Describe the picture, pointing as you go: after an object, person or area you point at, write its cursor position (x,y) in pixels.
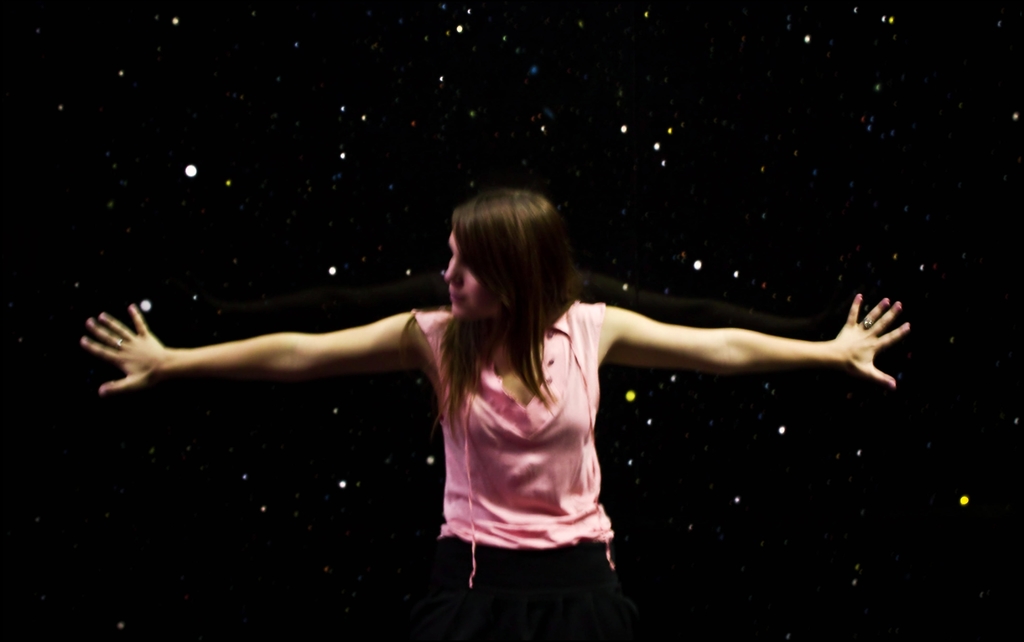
In this picture we can see a woman (544,315), she wore a pink color dress (555,410).
